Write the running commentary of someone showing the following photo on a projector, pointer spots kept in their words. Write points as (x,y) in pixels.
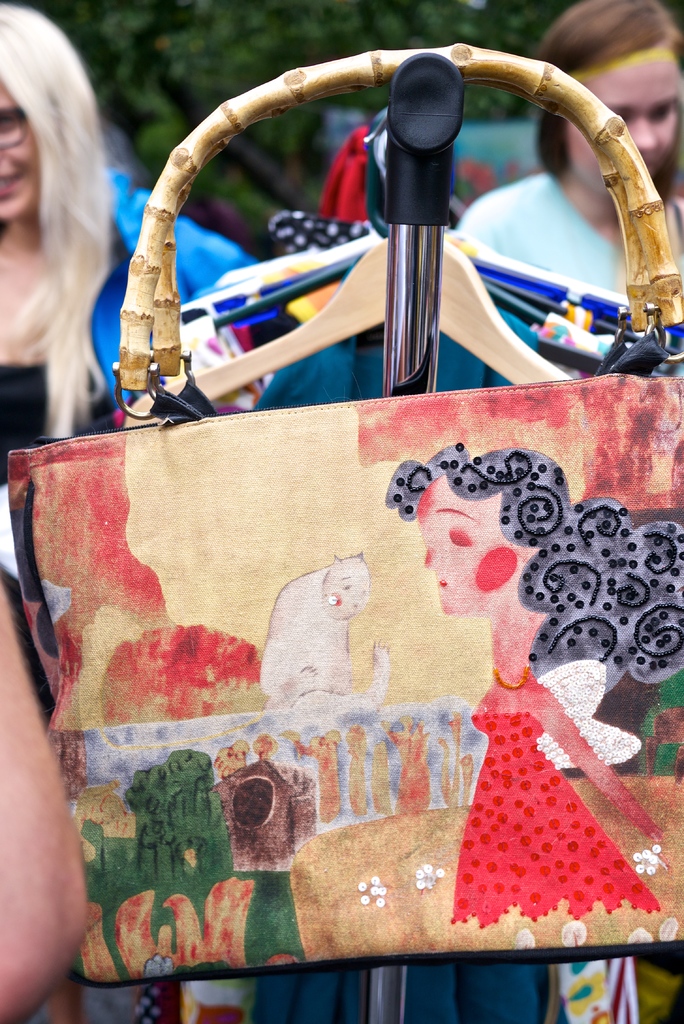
Here we can see a handbag (342,600) on the handbag (435,611) we can see a cat image (355,563) and girl image (547,617) and behind that there are two women (73,98) standing.
